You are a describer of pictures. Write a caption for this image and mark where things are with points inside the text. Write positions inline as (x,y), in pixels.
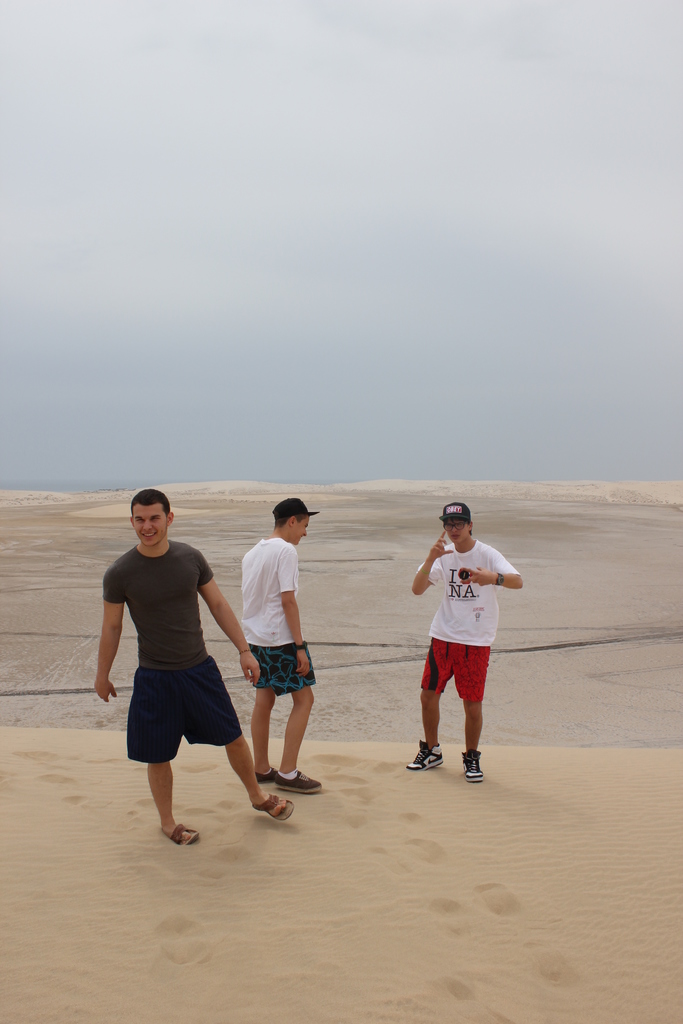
In the center of the image (249,648) we can see three people (259,667) standing. At the bottom (313,882) there is sand (417,877). At the top (372,308) we can see sky (319,288).
